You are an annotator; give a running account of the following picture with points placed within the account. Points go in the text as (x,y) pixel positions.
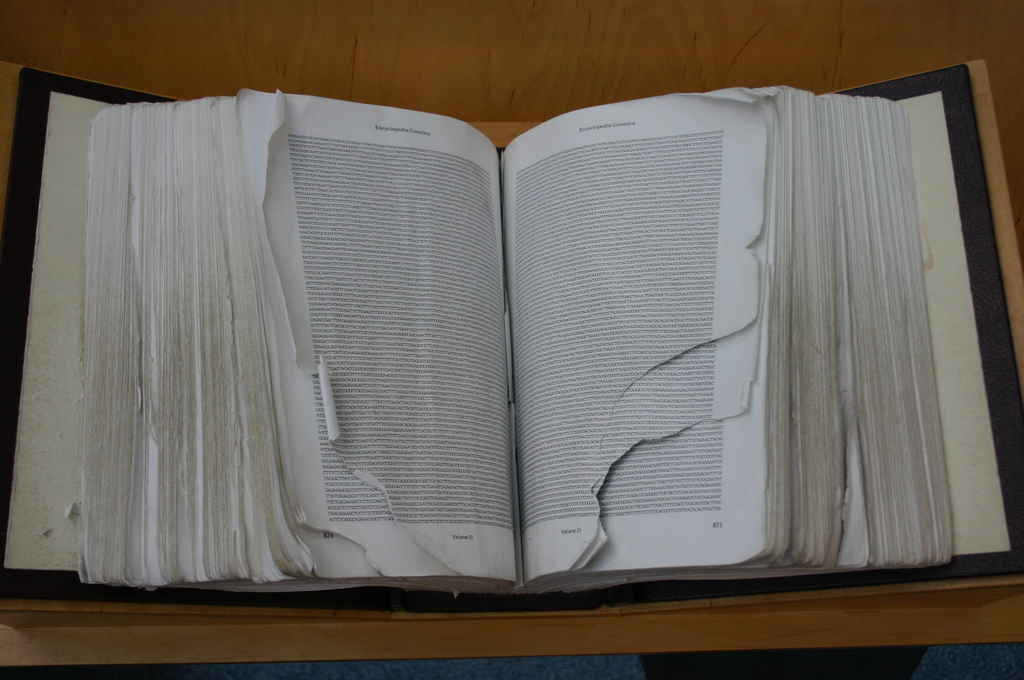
In this image we can see a book (492,355) opened and placed on the table (469,632).
